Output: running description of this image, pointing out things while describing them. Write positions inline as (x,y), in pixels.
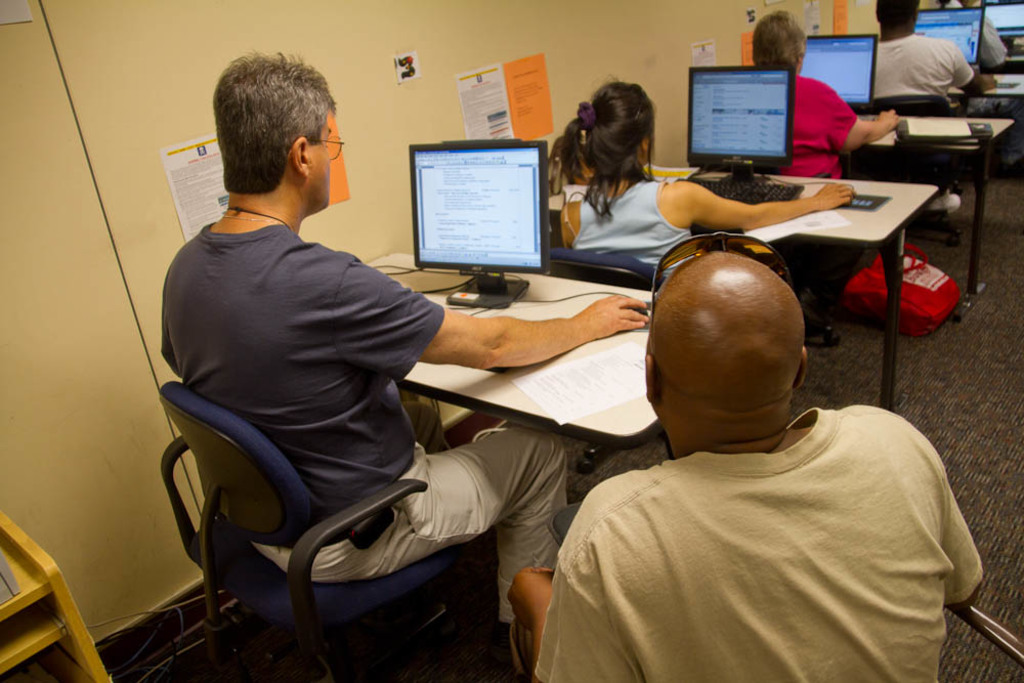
In this picture we can see a group of people (901,30) sitting individually having their respective tables (544,314), monitors (490,284), mouse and a keyboard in front of them. There is a person (671,439) sitting on the right bottom of the picture (746,564).
